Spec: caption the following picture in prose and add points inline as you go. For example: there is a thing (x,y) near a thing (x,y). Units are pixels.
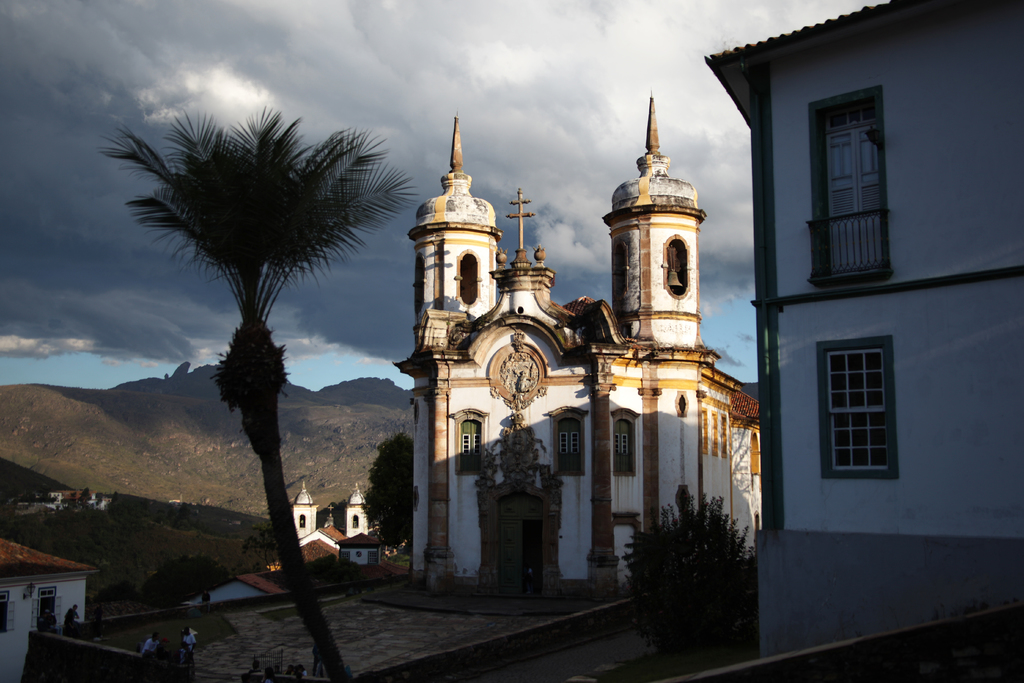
In this picture we can see houses (1016,529), plants (668,551), trees (151,592), and few people (185,642). In the background (73,403) we can see a mountain (398,417) and sky (407,155) with clouds (686,84).
